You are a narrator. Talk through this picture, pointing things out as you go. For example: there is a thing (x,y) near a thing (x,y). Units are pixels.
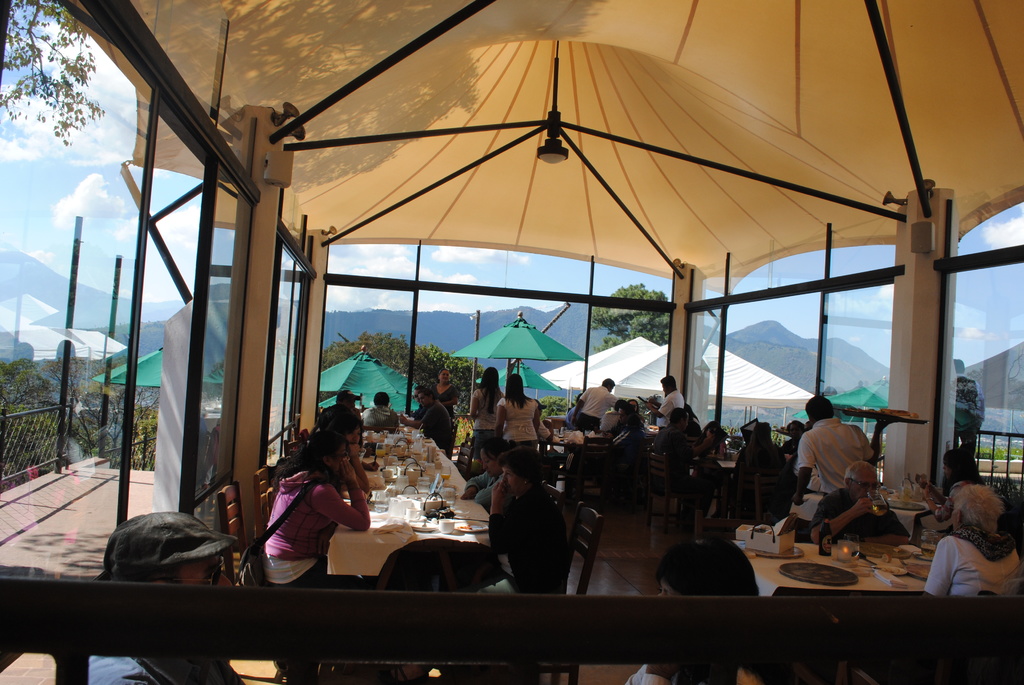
In this picture there are people (610,392) and we can see glasses (403,493) and objects (401,507) on tables (456,517). We can see tents (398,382), poles (103,424), fence (55,426) and trees (3,401). In the background of the image (394,298) we can see hills (34,280) and sky (891,301) with clouds (891,301).
